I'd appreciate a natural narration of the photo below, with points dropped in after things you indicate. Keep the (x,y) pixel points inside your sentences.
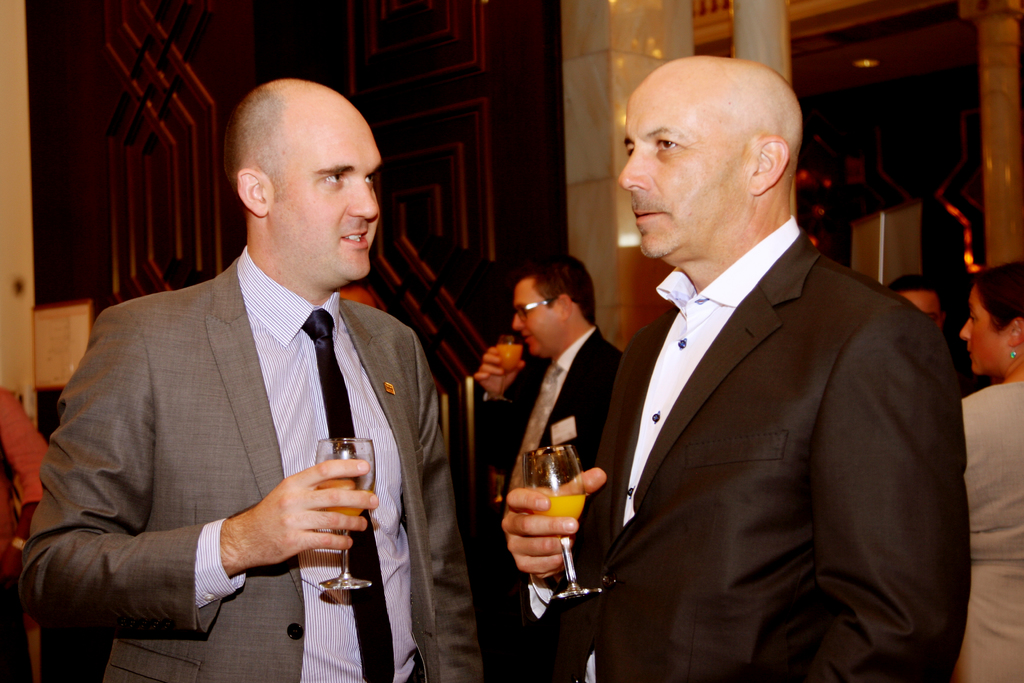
In the picture we can see two men (720,566) are standing face to each other and they are in blazers (798,629), shirts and holding wine glasses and they are with bald heads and behind them, we can see some people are also standing and holding a glass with a drink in it and behind them we can see a wall (147,141) and beside it we can see the pillar (640,25) and to the ceiling (799,66) we can see the light (870,67).
